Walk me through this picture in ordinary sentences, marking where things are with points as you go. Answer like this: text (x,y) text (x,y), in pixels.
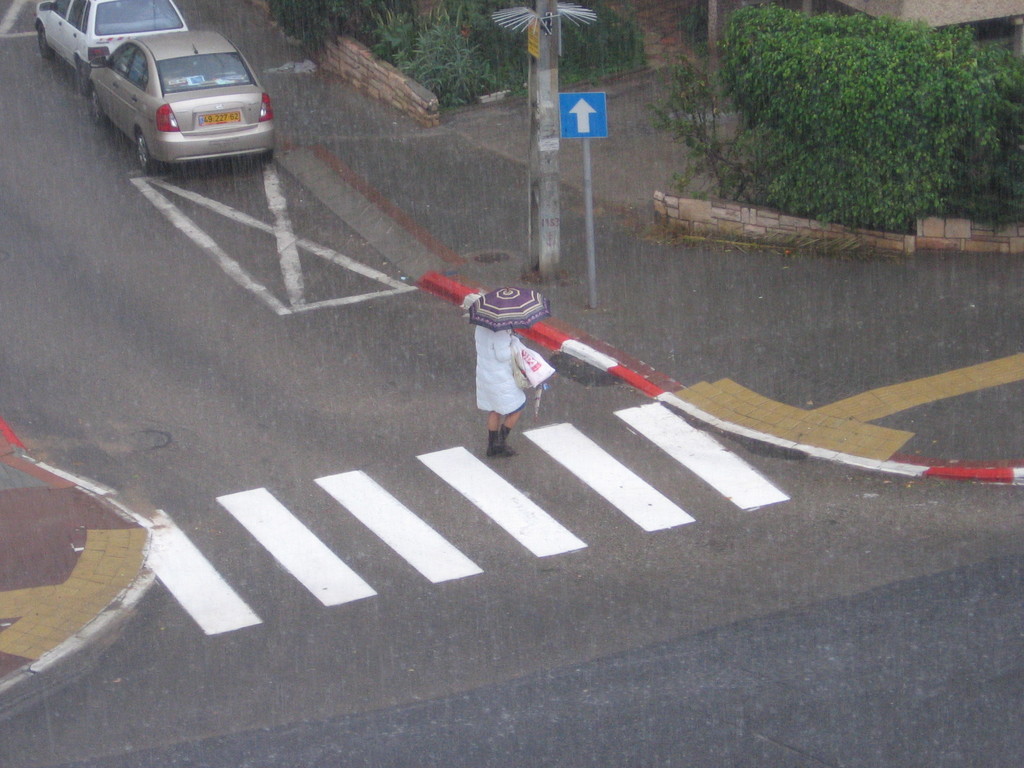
In the given image I can see a person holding umbrella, electric pole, plants (464,9), vehicle (102,76) and road (550,565).
